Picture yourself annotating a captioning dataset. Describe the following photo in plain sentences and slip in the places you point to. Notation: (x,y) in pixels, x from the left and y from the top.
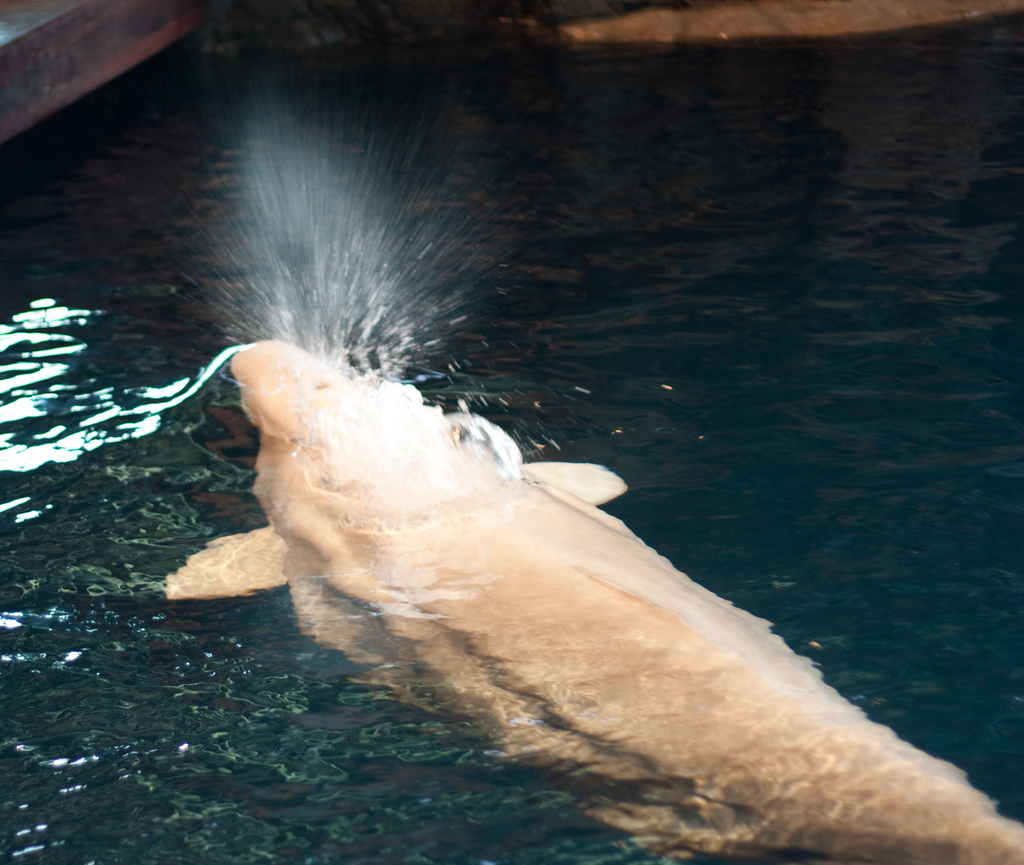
In this image we can see there is a whale (402,495) in the water (76,572).
